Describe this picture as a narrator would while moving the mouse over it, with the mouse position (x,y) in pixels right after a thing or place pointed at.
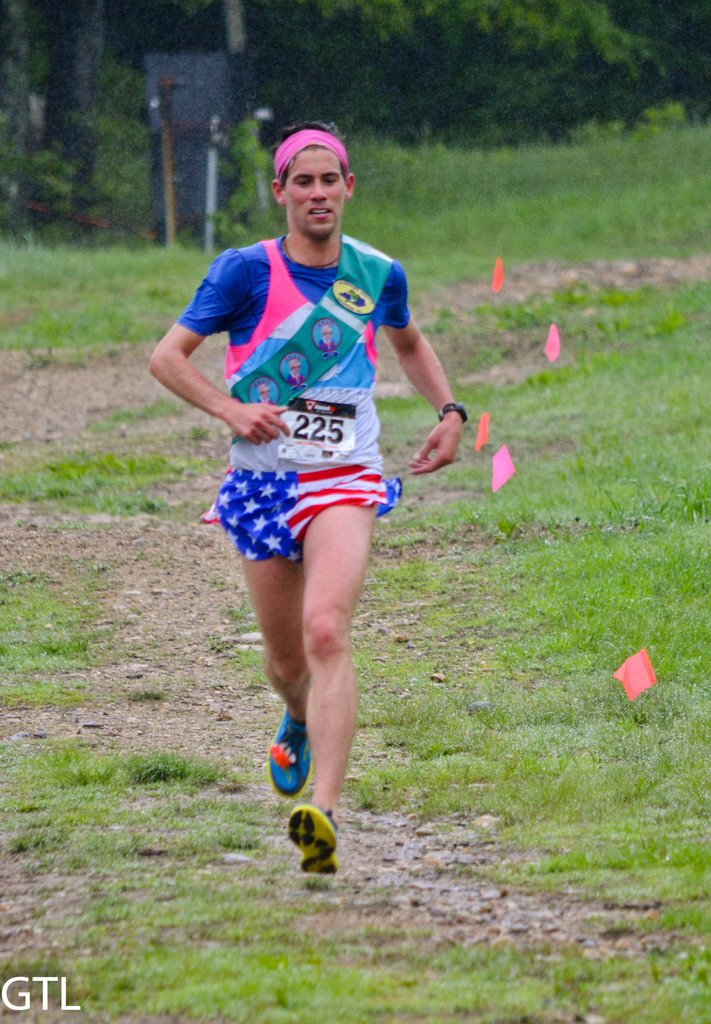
In this picture there is a man (329,797) running on the ground (481,803) and we can see flags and grass (525,544). In the background of the image (348,112) it is blurry and we can see leaves (92,188) and objects (173,121). In the bottom left side of the image (21,994) we can see text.
